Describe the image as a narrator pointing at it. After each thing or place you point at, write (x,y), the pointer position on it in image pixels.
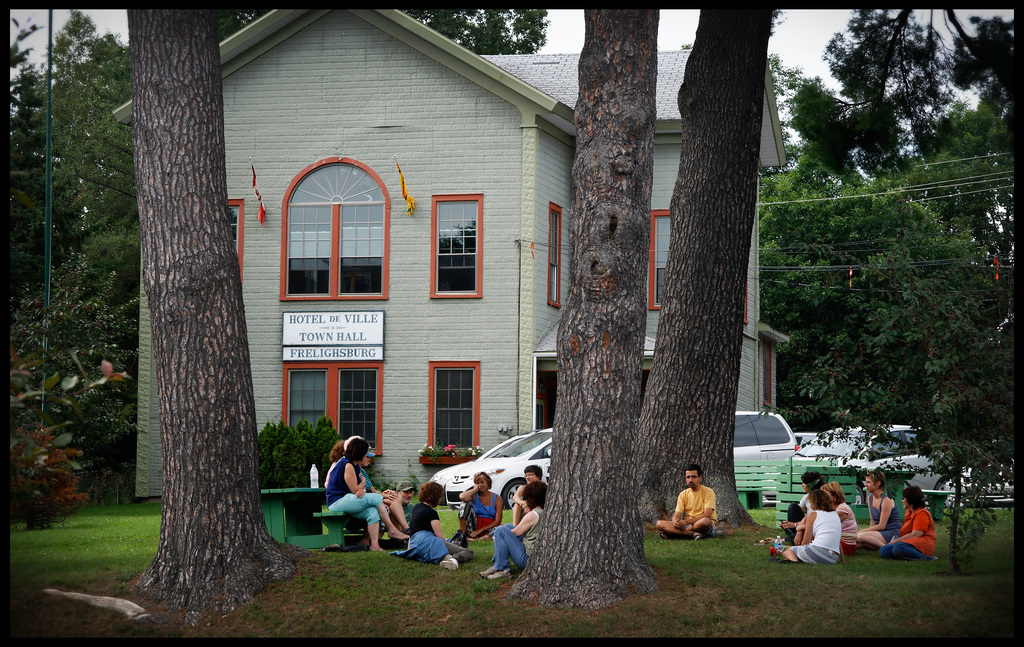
In this image there are trees (58,508) on the left corner (64,499). There are people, vehicles (1000,480) and trees (880,172) on the right corner (936,274). There is grass (687,590) at the bottom (435,598). There are barks of trees (595,573) and people (354,492) in the foreground (594,497). There is a building (485,345) with text (326,326), potted plants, vehicles (541,438), wooden benches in the background (764,448).
